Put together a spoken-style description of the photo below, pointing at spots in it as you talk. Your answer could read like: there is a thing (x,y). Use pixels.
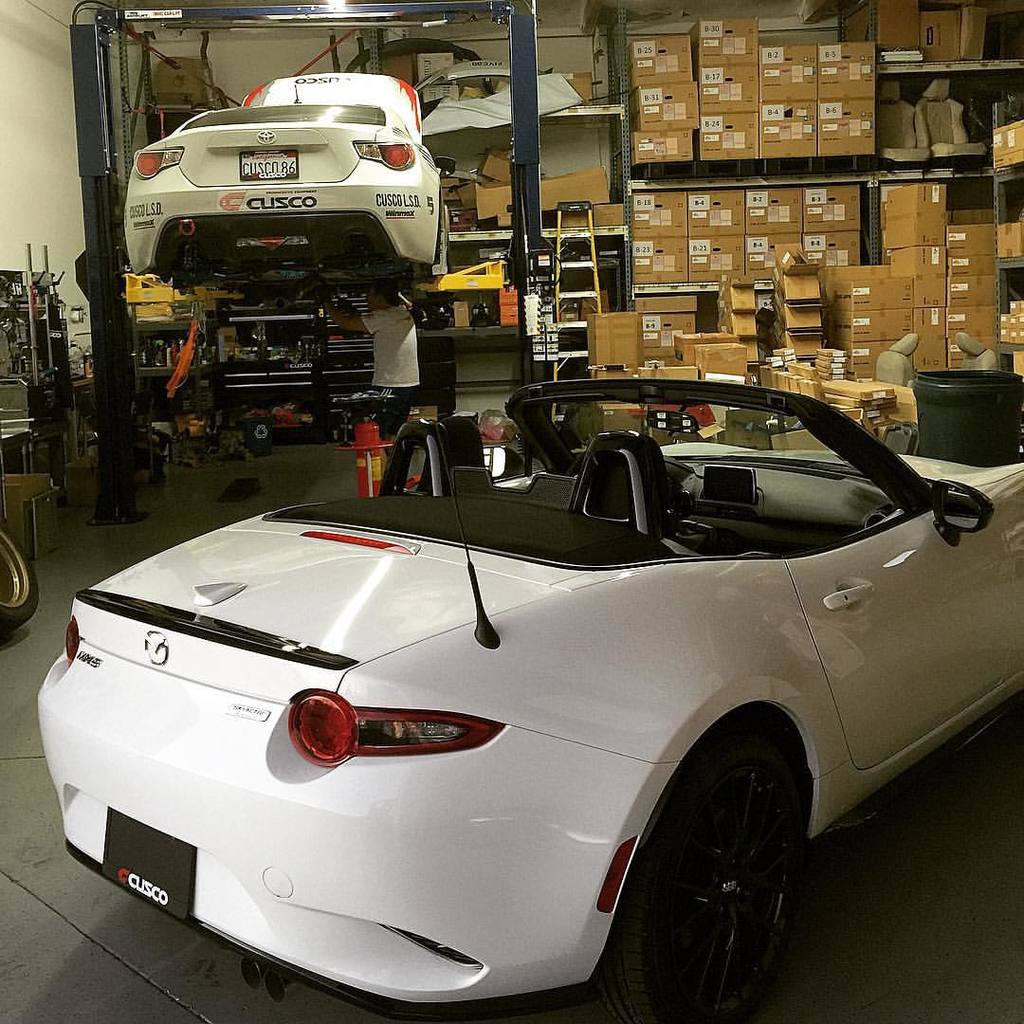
In this picture there is a white car (616,815) on the floor (921,909). In the top left (318,250) there is another white color car (301,161) which is lifted by machine (100,310). Below that there is a man (384,326) who is wearing t-shirt (405,368) and trouser (400,413). In the back (688,368) I can see many cardboard boxes (679,219) was kept on the racks (901,160). On the left (34,587) there is a wheel (1,548) near to the table (18,464).
